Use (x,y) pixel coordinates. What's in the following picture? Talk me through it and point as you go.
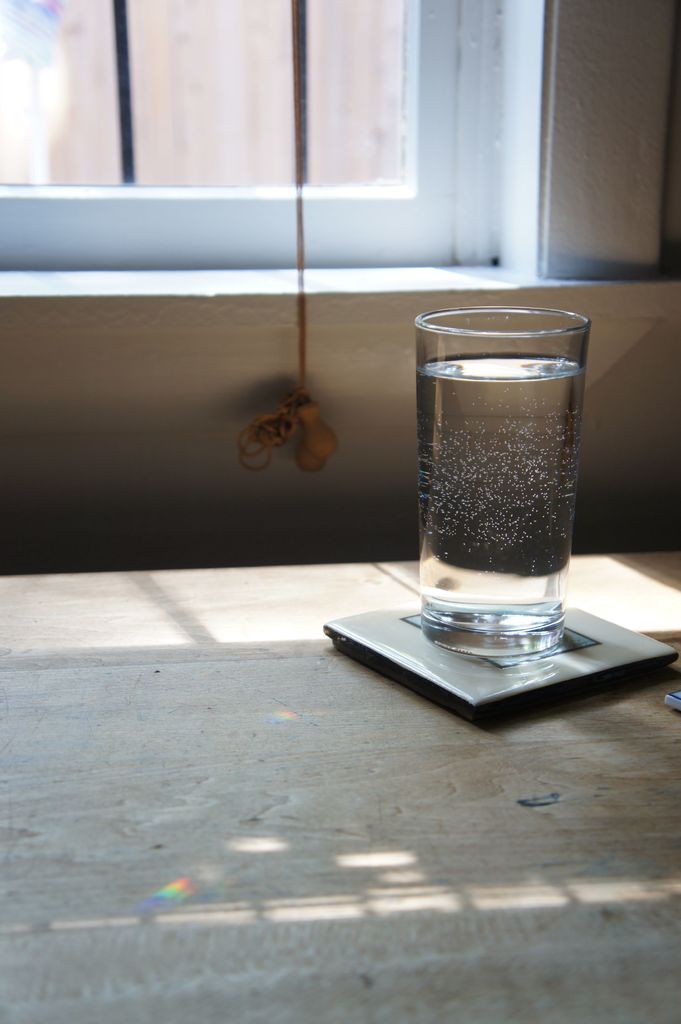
In this image there is a glass (468,492) of water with a table mat (435,685) on the table (391,787), and in the background (297,538) there is a rope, window (311,263), wall (230,312).
